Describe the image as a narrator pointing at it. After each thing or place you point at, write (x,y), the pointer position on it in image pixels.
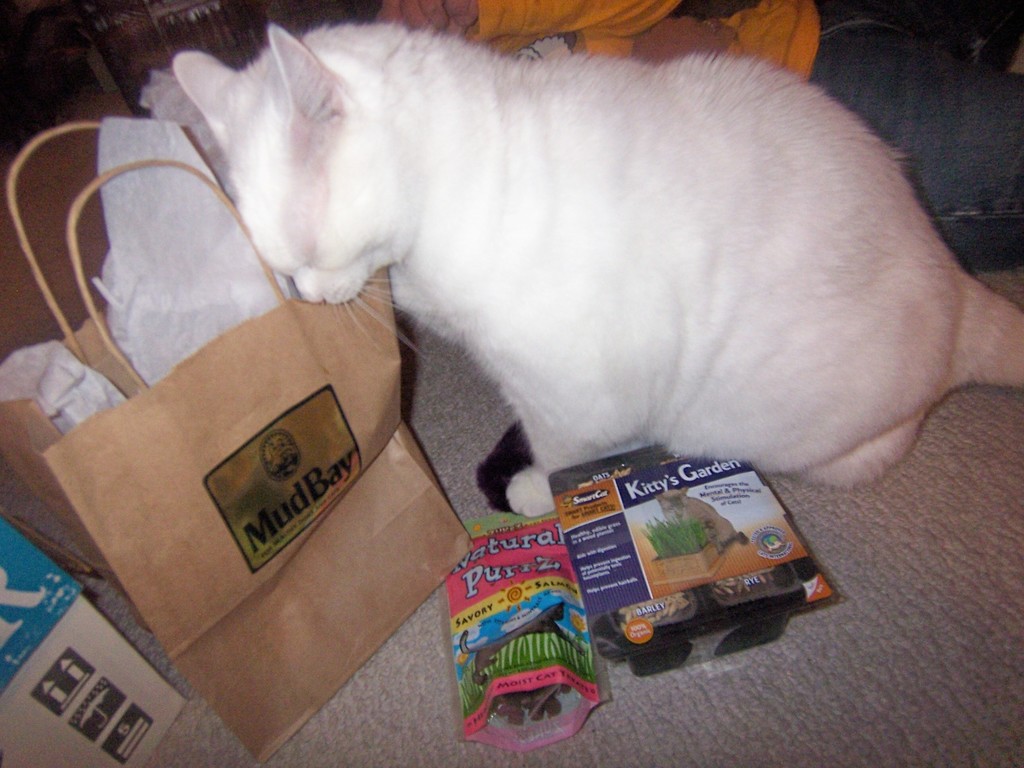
In the image we can see a cat (545,200), white in color. This is a paper bag (216,478), carpet (943,666) and other objects (604,596). We can even see a person (791,45) wearing clothes (862,81).
